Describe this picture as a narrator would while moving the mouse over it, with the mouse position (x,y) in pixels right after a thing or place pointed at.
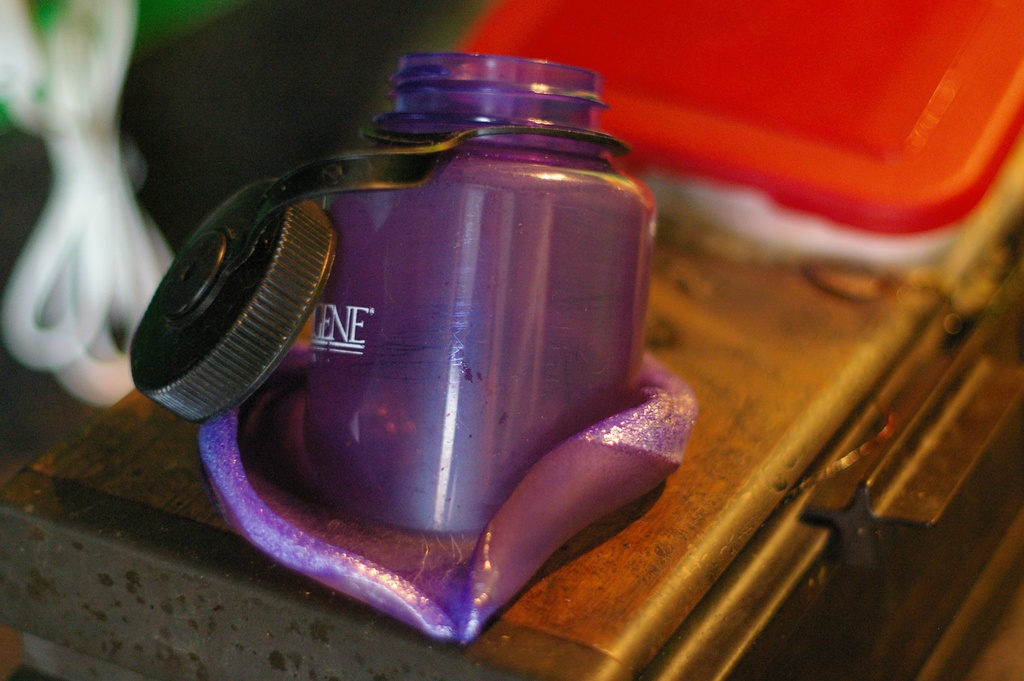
In this picture we can see a bottle (401,254) with cap (299,302) opened and this bottle (489,271) is placed on some cloth (647,429) and aside to this we can see wires (91,194) and it is blur.
